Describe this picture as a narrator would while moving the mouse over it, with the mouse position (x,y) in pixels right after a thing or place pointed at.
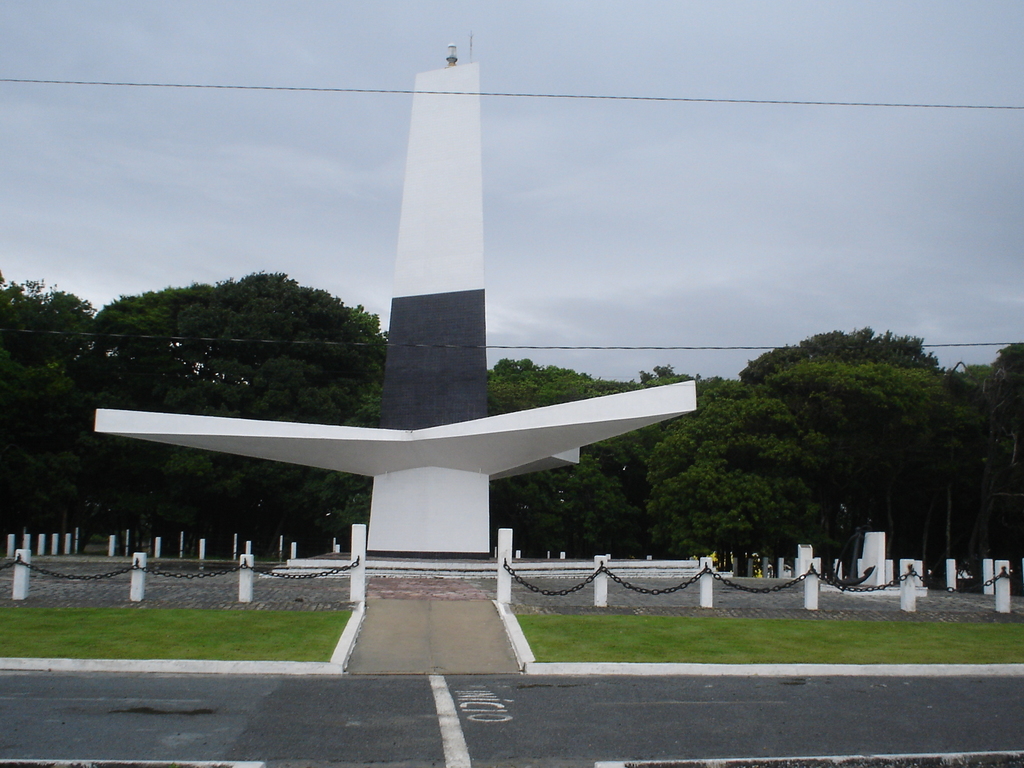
In this image I can see number of white colour poles (21,553), black colour chain (740,590) grass (302,644), an architecture (337,460) over here and I can see colour of this architecture (483,425) is white and black. I can also see few wires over here and in the background (899,445) I can see number of trees (555,383) and the sky (686,181).
